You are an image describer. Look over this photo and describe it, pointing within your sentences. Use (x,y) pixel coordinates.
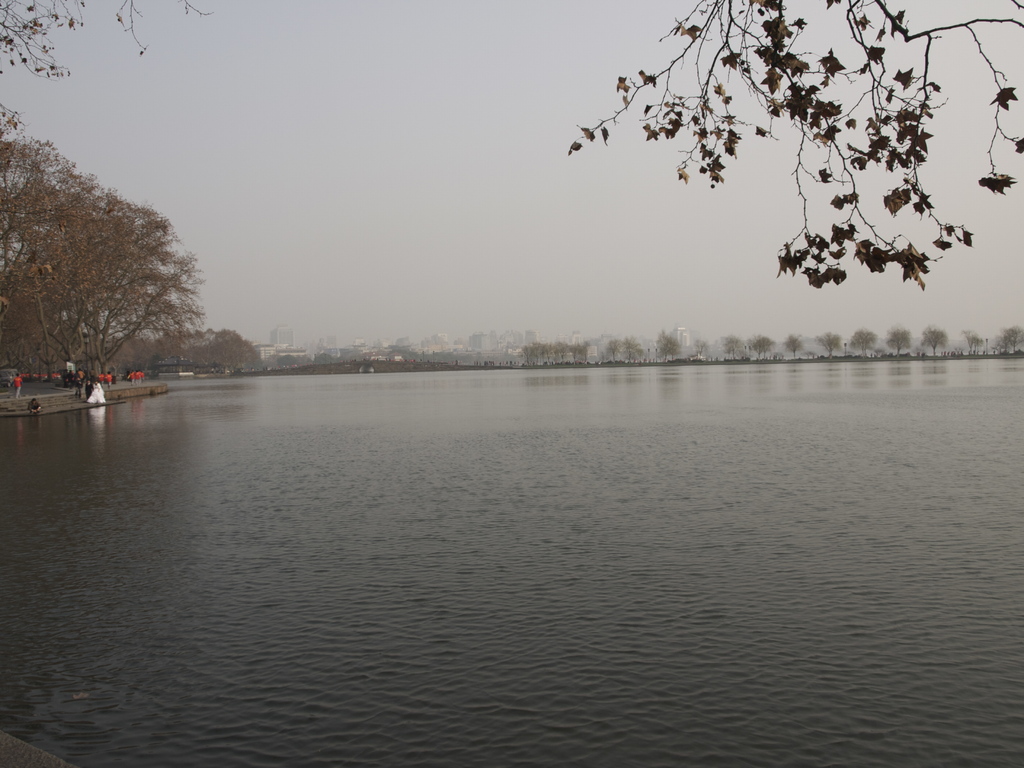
Here I can see a lake (513,560). On the left side (144,378) there are few people (77,387) walking on the road (104,387). In the background (17,264), I can see many trees (250,357) and buildings (366,350). At the top of the image (364,137) I can see the sky (369,121).
